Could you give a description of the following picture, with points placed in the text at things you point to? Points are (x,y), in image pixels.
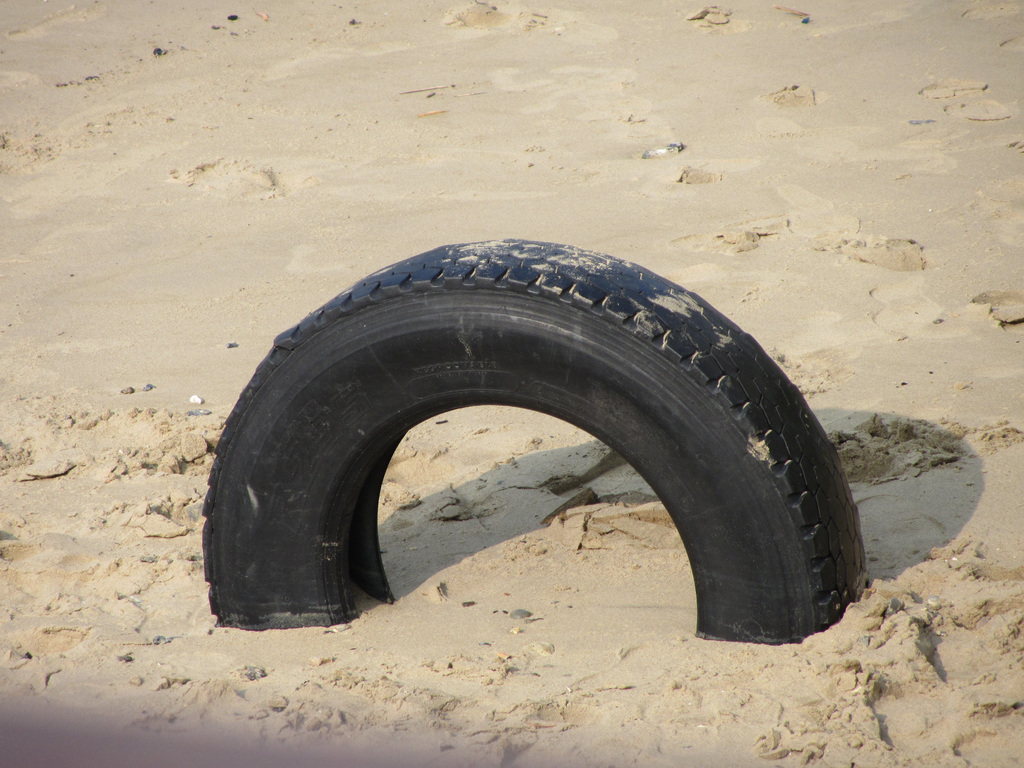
In this image I can see the black color tyre (665,473) inside the sand (513,547) and I can see few small stones (191,401).
